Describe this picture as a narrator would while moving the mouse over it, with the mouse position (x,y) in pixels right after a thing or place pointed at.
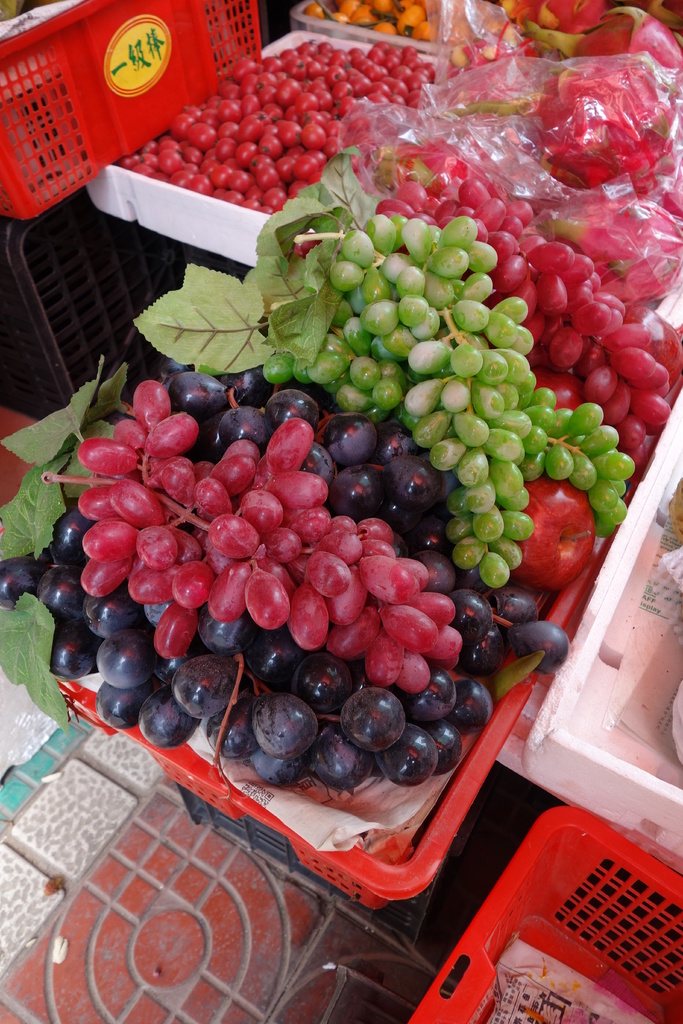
In this image we can see different kinds of fruits (288,468) and vegetables (216,138) arranged in the plastic cartons (524,874) and polythene covers (530,166).
